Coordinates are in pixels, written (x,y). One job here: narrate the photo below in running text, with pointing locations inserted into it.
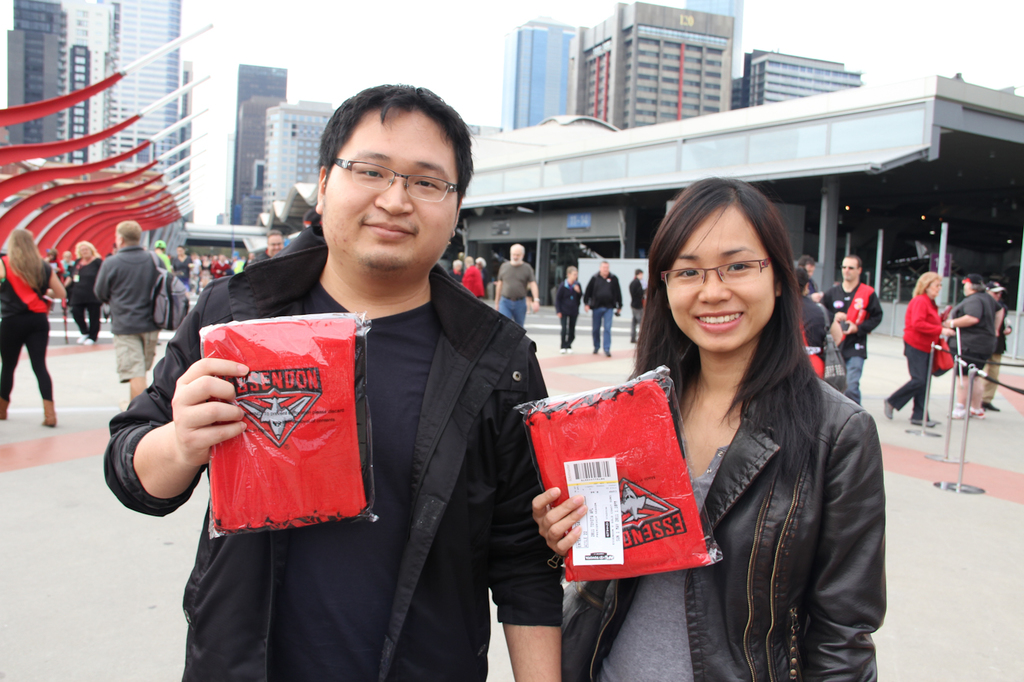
In the picture we can see a man (418,525) and a woman (841,502) standing together and holding some red color object (331,362) in their hands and behind them, we can see some people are standing and walking and in the background (564,220) we can see some buildings (598,234) and the sky (1020,32).
